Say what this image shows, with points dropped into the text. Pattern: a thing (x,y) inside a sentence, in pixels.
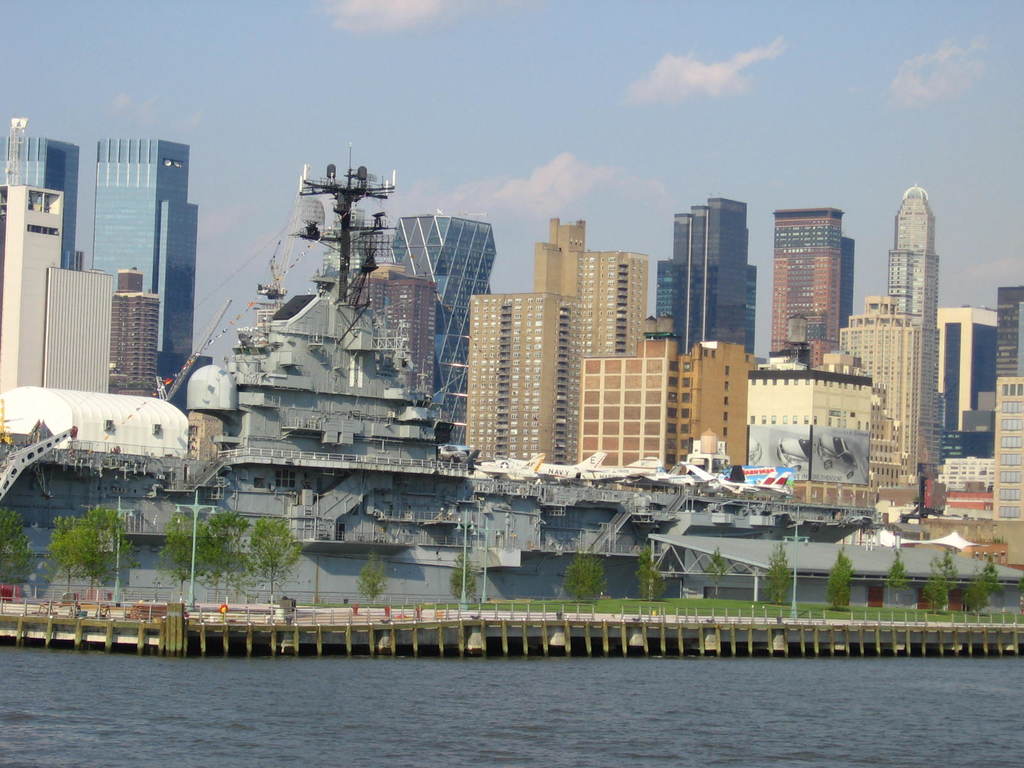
In the background of the image (13,243) there are buildings (51,234). There is a sky (586,122). There is a ship (262,429). At the bottom of the image (515,701) there is water (755,700). There are trees (234,561).
